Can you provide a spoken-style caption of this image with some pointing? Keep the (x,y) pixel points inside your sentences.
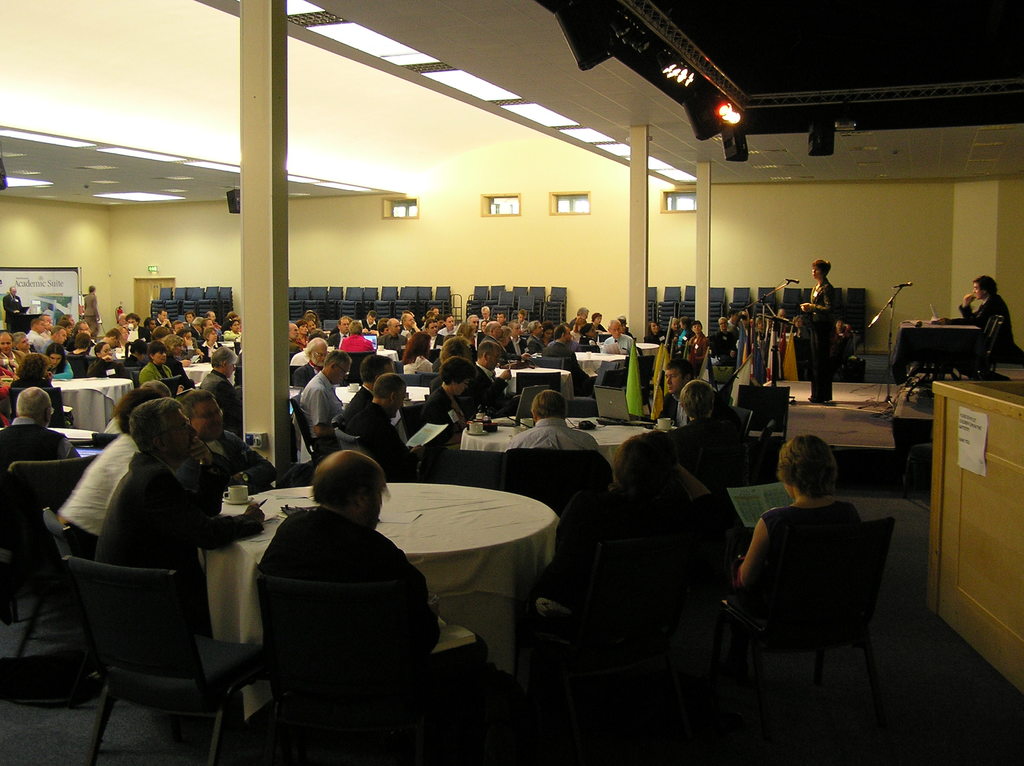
There is a group of people (401,574). Some people (401,574) are sitting on a chair (331,604) and some people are standing on a dais (810,405). There is a table (448,553). There is a laptop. coffee cup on a table (527,520). We can see the background (203,241) there is a pillar (283,162), wall (311,258).
